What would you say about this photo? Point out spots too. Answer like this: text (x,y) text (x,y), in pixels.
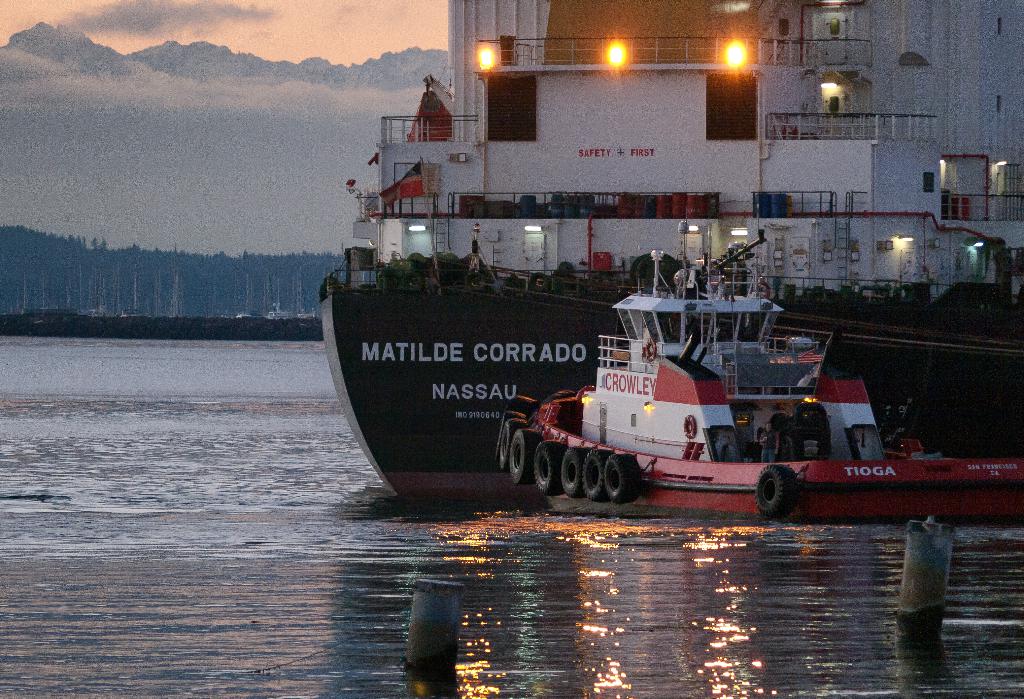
In the foreground (545,475) I can see a boat (660,395) in the water (531,541). In the background (182,270) I can see trees (284,287), poles (247,304) and a ship (660,8) on the water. At the top (195,79) I can see the sky (273,106). This image is taken may be near the lake (561,661).
